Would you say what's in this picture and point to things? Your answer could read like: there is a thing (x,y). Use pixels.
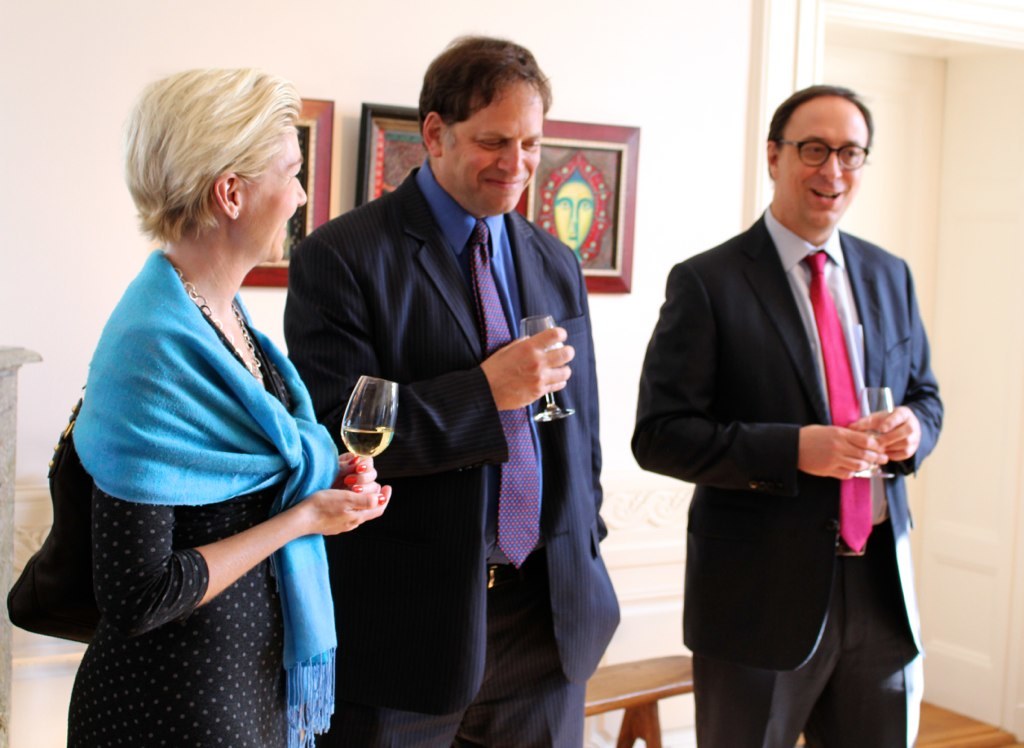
In this image we can see few people (808,383) holding glasses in their hands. And we can see the frames (550,162) on the wall (582,93). And we can see some wooden objects (662,672). And we can see the wall (738,44).
